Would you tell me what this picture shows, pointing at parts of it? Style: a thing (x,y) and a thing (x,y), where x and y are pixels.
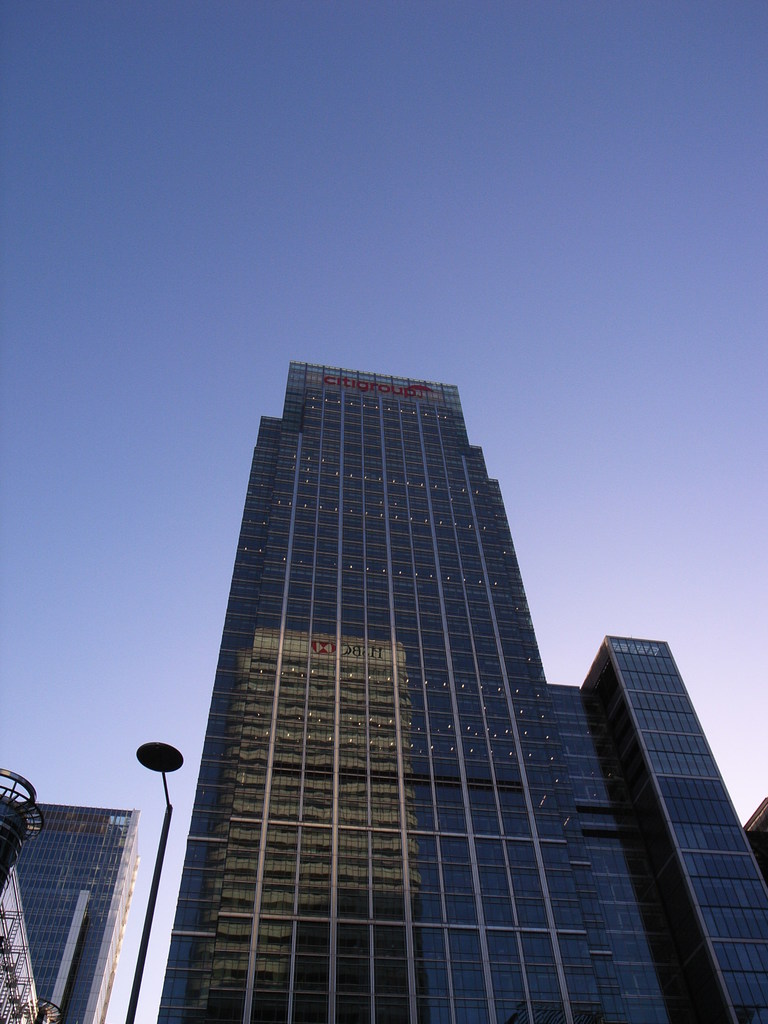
In this picture we can see few buildings (303,855) and a pole (149,917).
